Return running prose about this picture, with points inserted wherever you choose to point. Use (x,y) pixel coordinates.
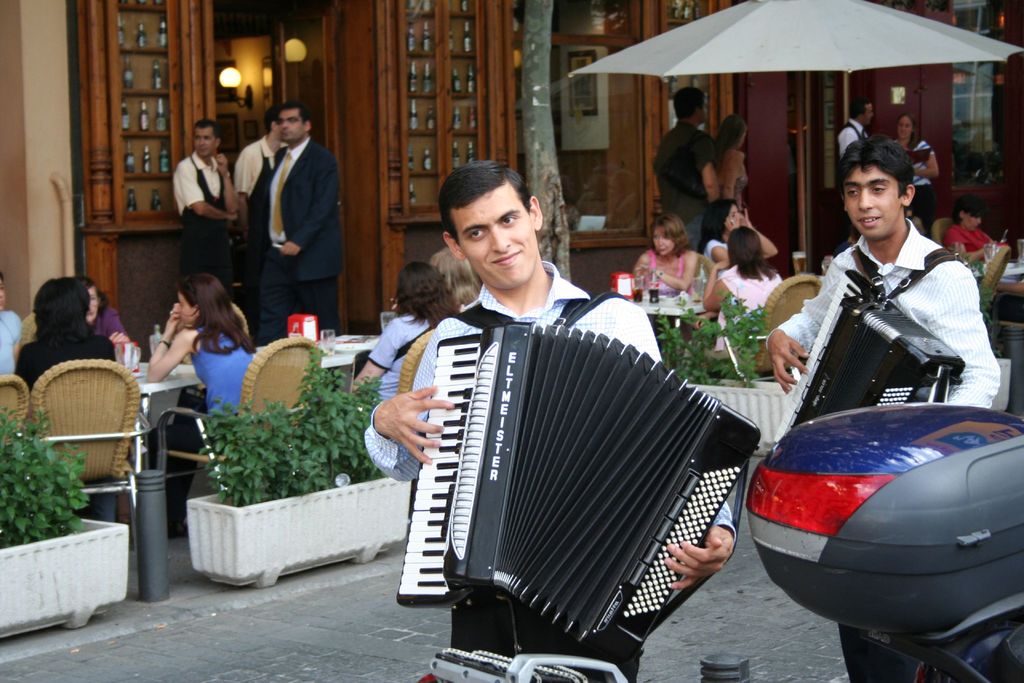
In this picture I can observe two men (896,165) playing musical instruments (648,409) in their hands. Behind them I can observe plants (65,526) in the plant pots (256,505). I can observe some people (197,365) sitting on the chairs (299,378) in front their respective tables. In the top right side (745,33) I can observe an umbrella (789,42). There are men (281,175) and women (75,333) in this picture.
